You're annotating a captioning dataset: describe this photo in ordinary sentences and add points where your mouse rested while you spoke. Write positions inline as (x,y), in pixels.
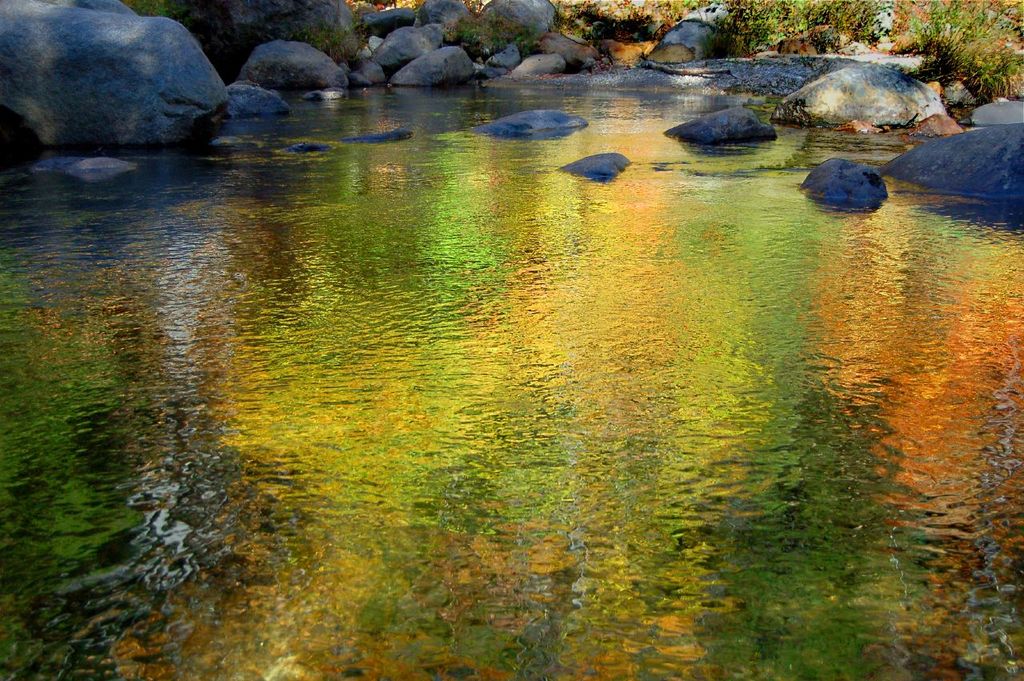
In the picture we can see the water surface (805,438), far away from it, we can see the rocks (892,87) and the plants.
